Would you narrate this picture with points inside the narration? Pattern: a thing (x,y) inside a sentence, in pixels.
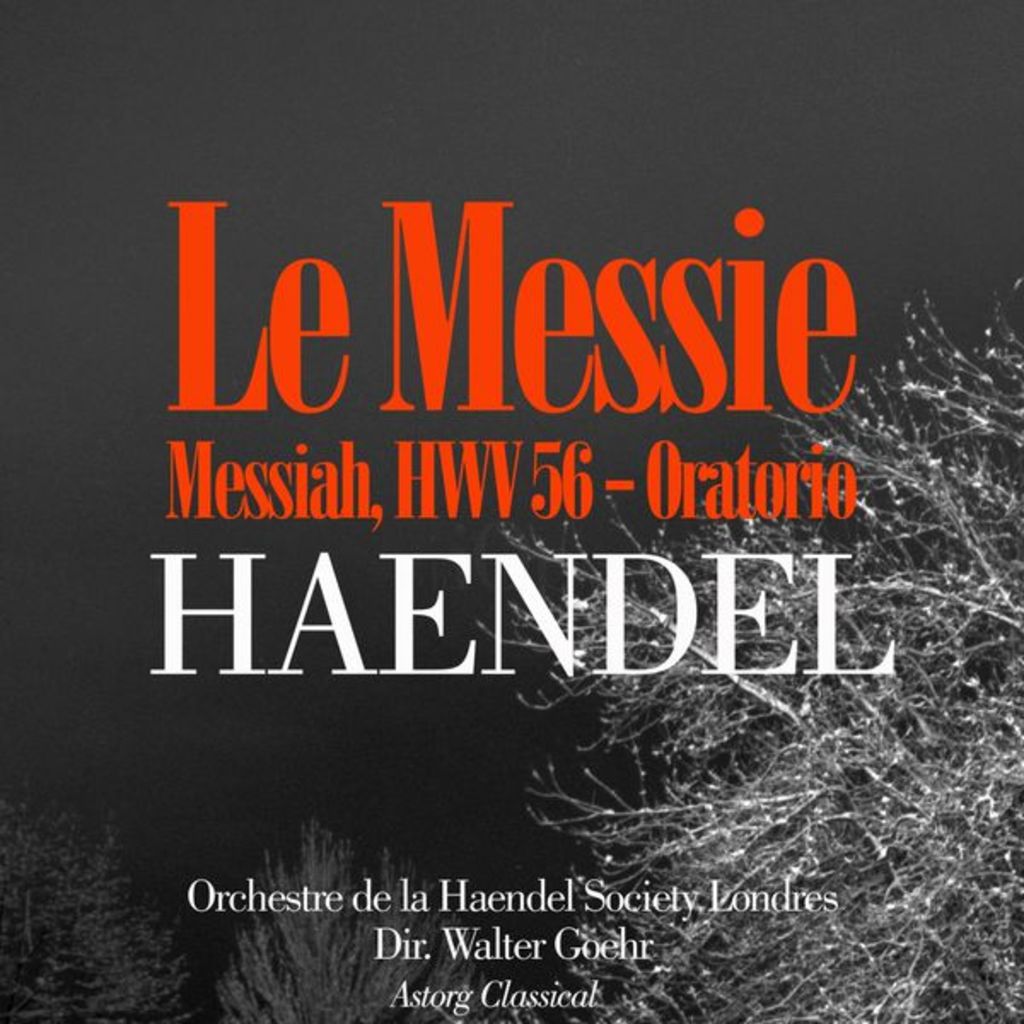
In this picture there is a poster (480,469) in the center of the image (599,433), on which it is written as ''Haendel.''
